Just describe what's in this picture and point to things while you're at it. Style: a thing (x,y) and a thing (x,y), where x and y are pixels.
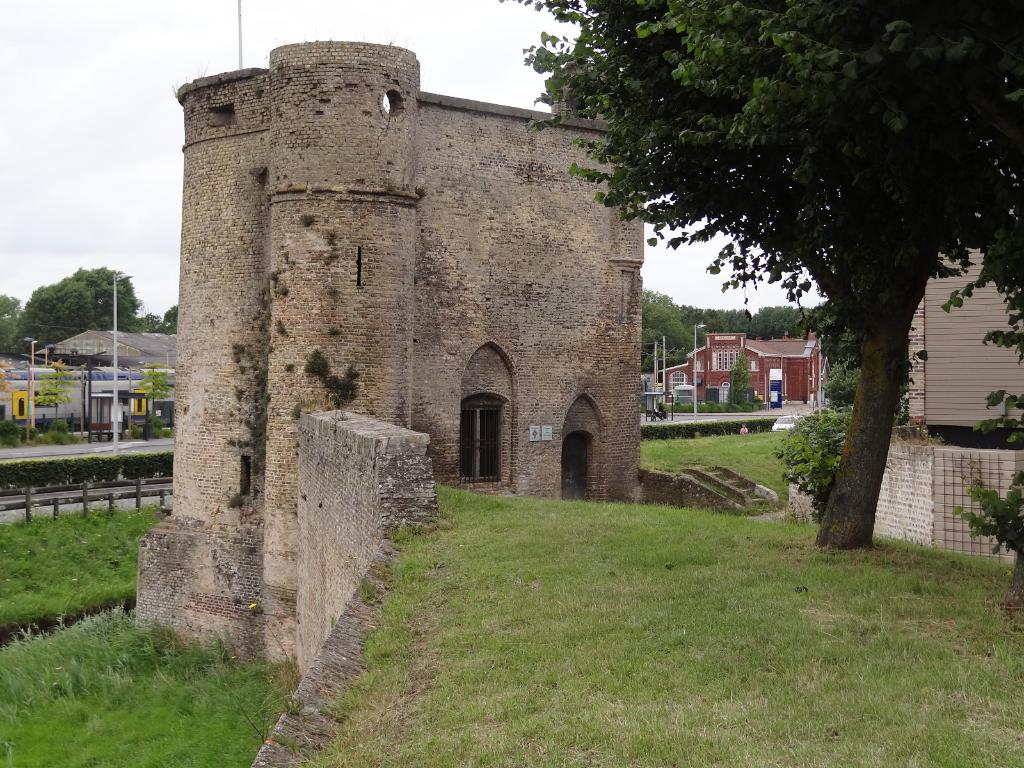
In this image I can see a fort (421,350), buildings (730,349), streetlights (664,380), fence (36,488) and the grass (131,512). In the background (688,313) I can see trees (730,323) and the sky (534,79).
